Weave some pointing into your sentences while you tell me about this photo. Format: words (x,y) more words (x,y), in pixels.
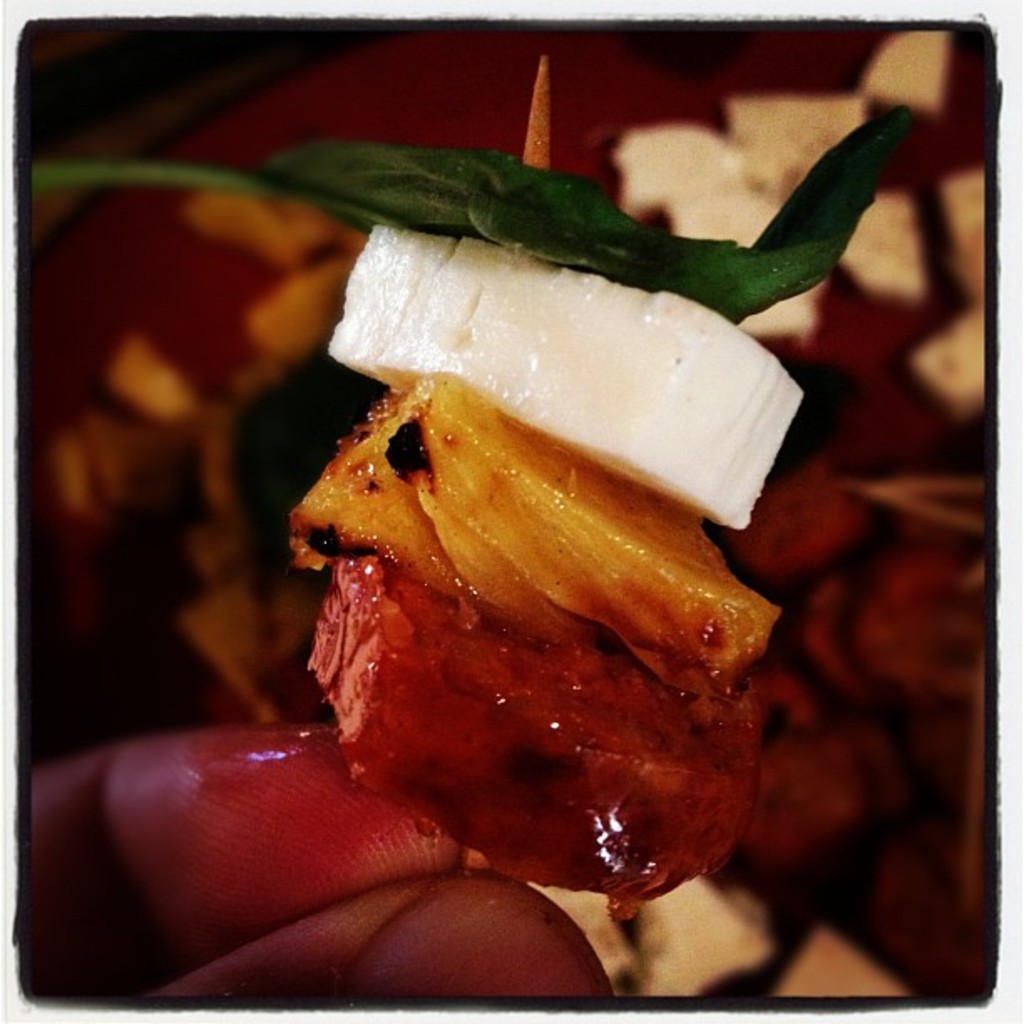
In this image in the front (504,543) there is food (479,564) on the hand (402,870) of the person (376,866) and the background (286,232) is blurry.
